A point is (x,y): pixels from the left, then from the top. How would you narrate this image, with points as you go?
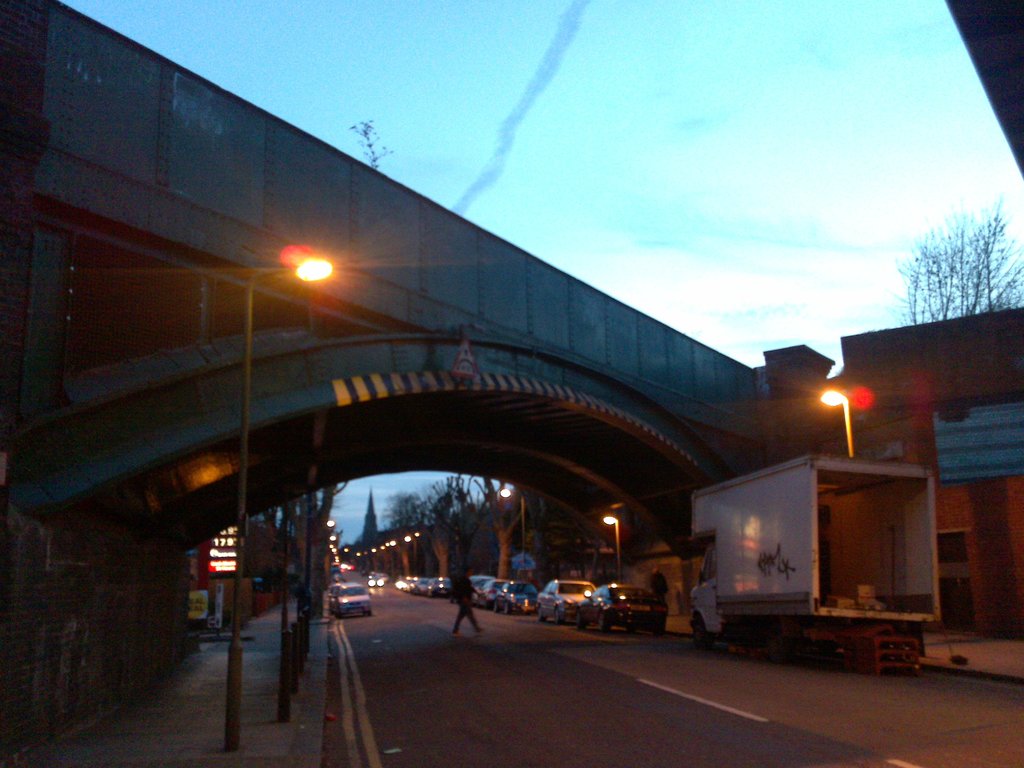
This picture consists of bridge (364,354), under the bridge (524,461) there is a road (551,699), on the road (574,706) there are street light poles (283,599), person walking on road (448,640), few vehicles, truck (809,585) visible, at the top (331,63) there is the sky (516,77).
